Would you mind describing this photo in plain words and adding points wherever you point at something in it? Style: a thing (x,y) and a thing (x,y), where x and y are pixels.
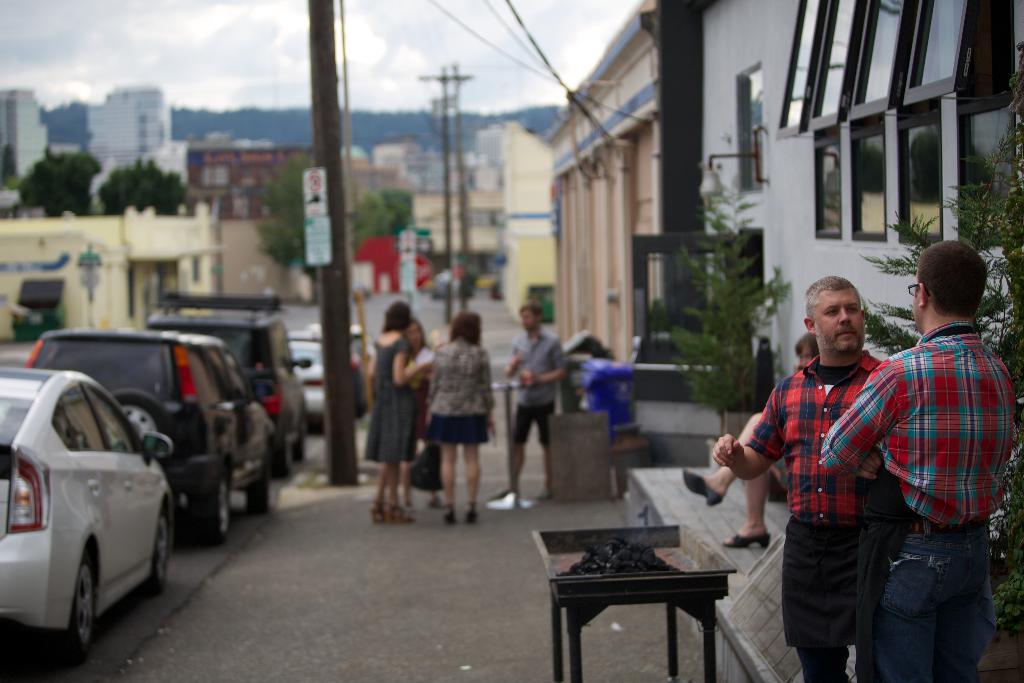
This is a picture taken in the outdoor, here are the two men (828,440) in checks shirt (843,416) were focused. On the right side of the man (938,371) there is a tree (1008,335) and background of this people (894,422) there are the four people (446,373) who is standing on the path (388,533). On the left side of this people (411,381) which are the cars (167,398) parking on the road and background of this people (459,357) there are the houses (201,230), pole (319,59) and sky (230,56).
